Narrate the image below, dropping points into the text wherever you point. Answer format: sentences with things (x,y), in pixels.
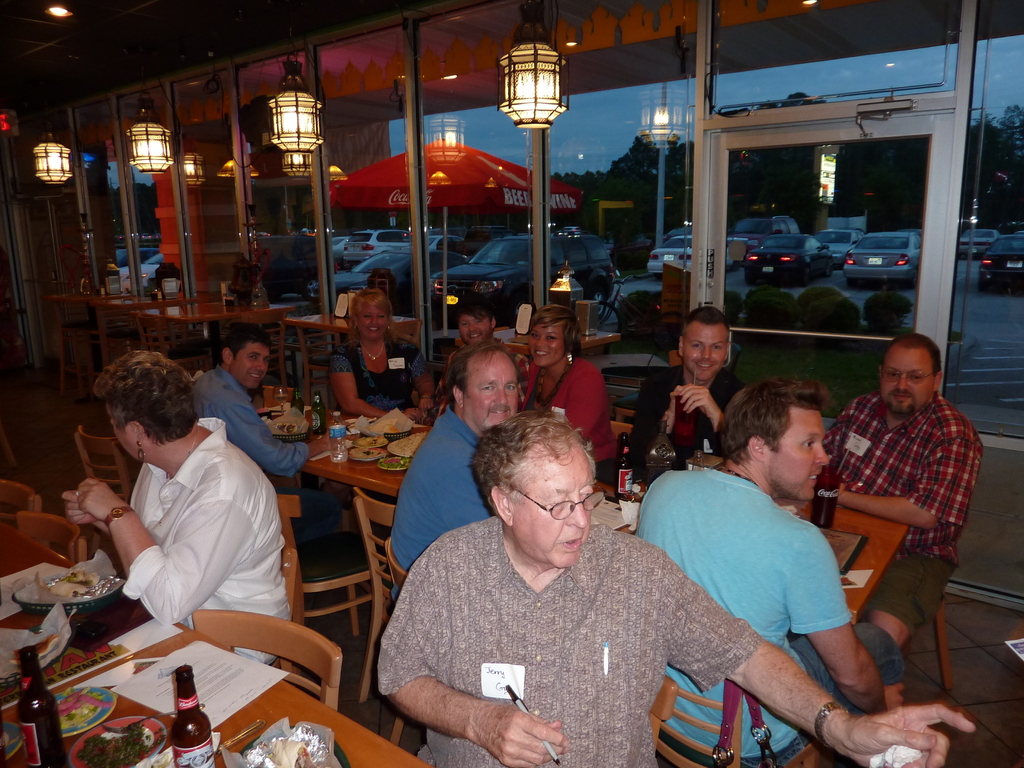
In this image i can see a number of people (276,458) sitting on chairs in front of a table (136,652), On the table (148,657) i can see few plates (108,715), few beer bottles (177,715) and papers (211,672). In the background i can see a lamp (535,46), glass windows (422,204) through which i can see few vehicles (460,237), trees (604,178) and the sky (591,151).
